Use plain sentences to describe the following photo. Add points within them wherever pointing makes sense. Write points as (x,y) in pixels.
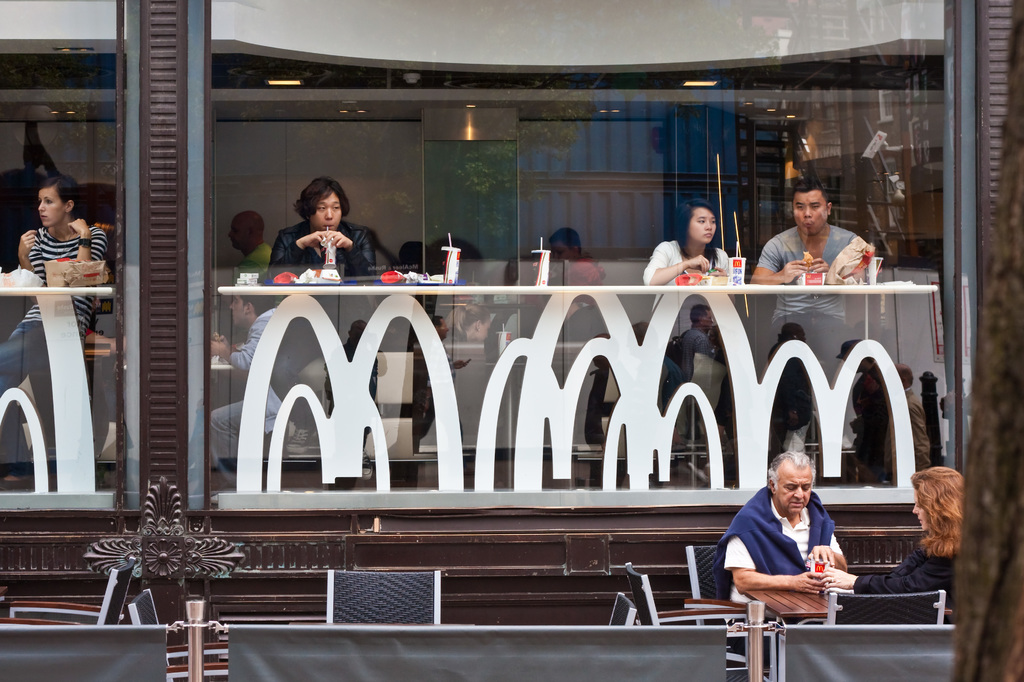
In this image, There are some tables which are in brown color, In the bottom (890,603) there are some chairs (865,609) in black color, There are some persons (867,588) sitting on the chair (903,595), There are some people (806,306) sitting on the tables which are in white color, In the background (456,196) there is a white color glass wall (565,162).
